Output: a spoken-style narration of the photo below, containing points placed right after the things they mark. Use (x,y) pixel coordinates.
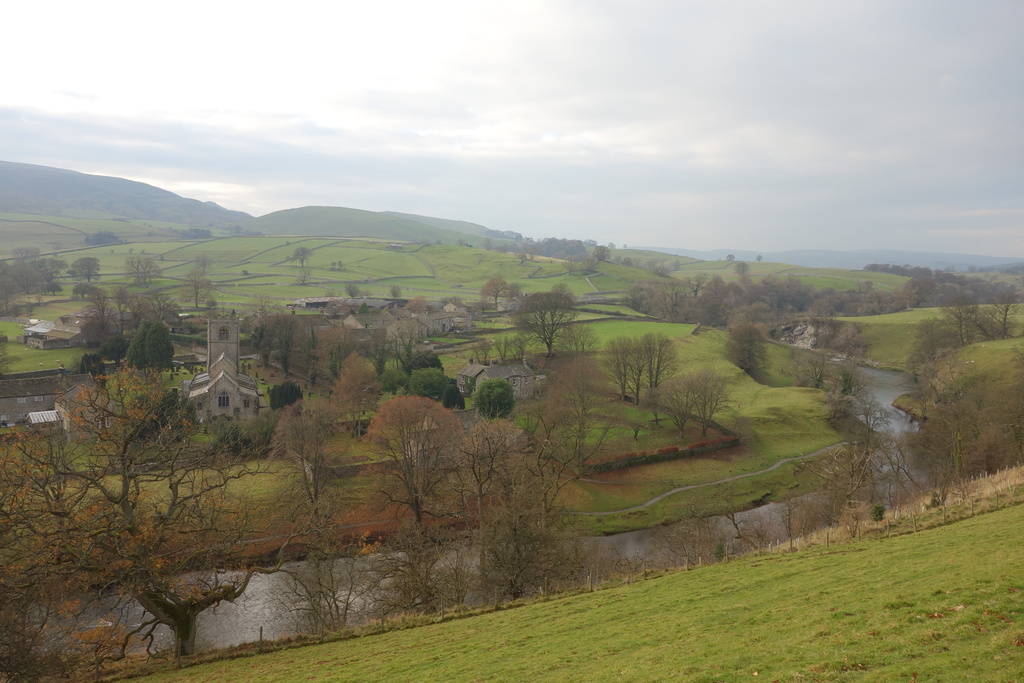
In the picture I can see trees (429,493), the grass (581,607), the water (623,549) and buildings (237,366). In the background (453,256) I can see hills (374,253) and the sky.
